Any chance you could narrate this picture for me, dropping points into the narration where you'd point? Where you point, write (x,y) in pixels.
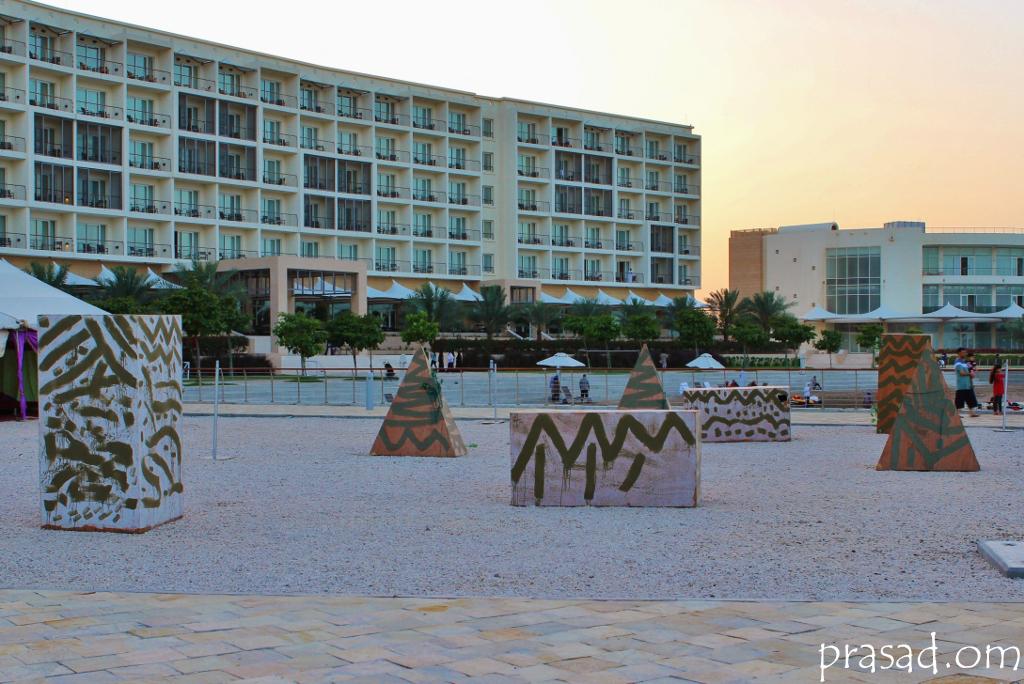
In this image there are a few objects (648,427) and trees (416,320) in front of a building (448,331) and there are a few people (554,377) beneath the tents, beside the building (553,209) there is another building (858,261).
